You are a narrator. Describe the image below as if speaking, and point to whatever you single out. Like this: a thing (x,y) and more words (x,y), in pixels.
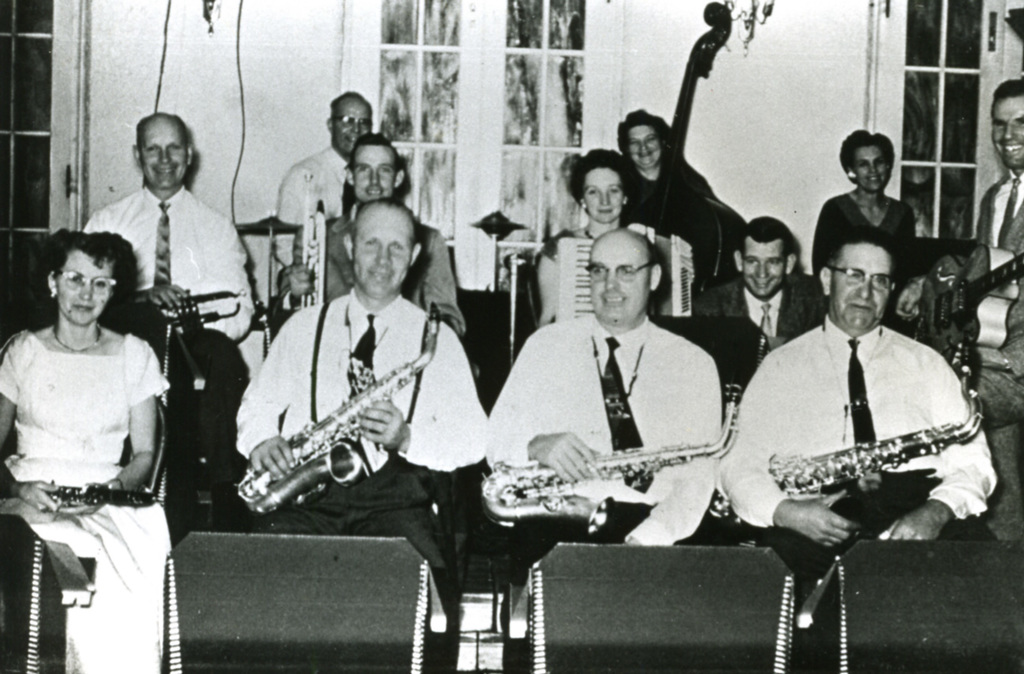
In this black and white picture there are people (109,356) sitting on the chairs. They are holding musical instruments (835,469) in their hands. Behind them there is a wall (666,33). There are windows (927,52) to the wall (677,24).
